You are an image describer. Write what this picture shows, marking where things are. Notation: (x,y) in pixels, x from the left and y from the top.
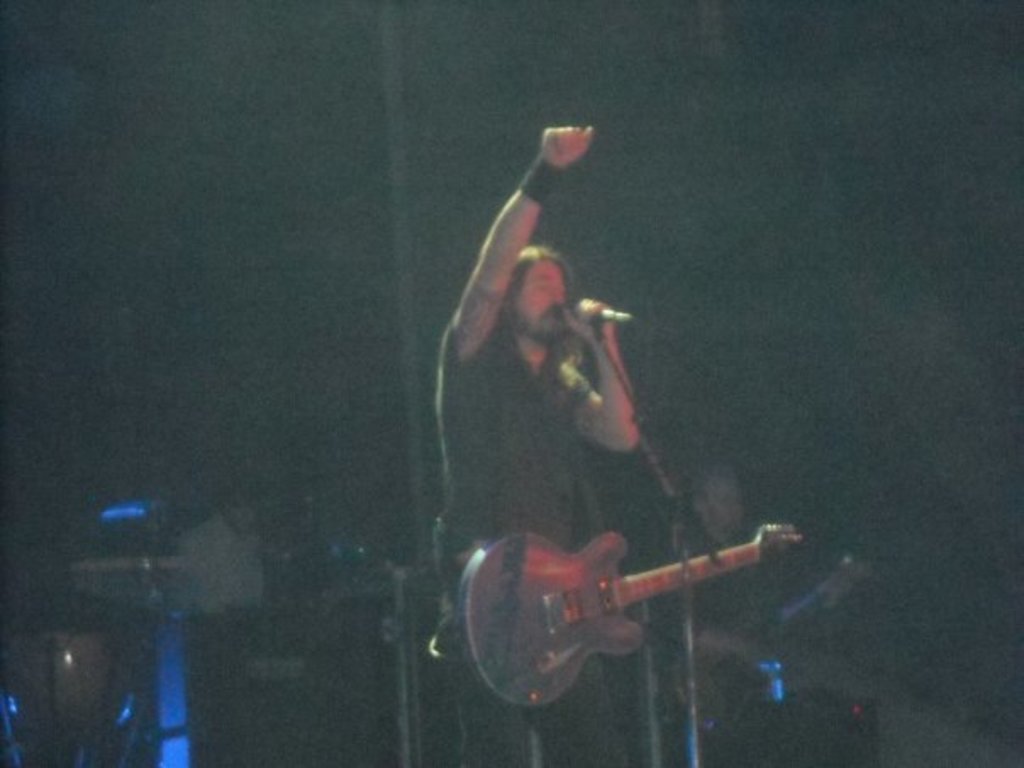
Background (977,301) is dark and blur. Here we can see a man (626,434) standing in front of a mike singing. This is a guitar (660,591). We can see a black colour wrist band (536,181) to his hand (536,202).
